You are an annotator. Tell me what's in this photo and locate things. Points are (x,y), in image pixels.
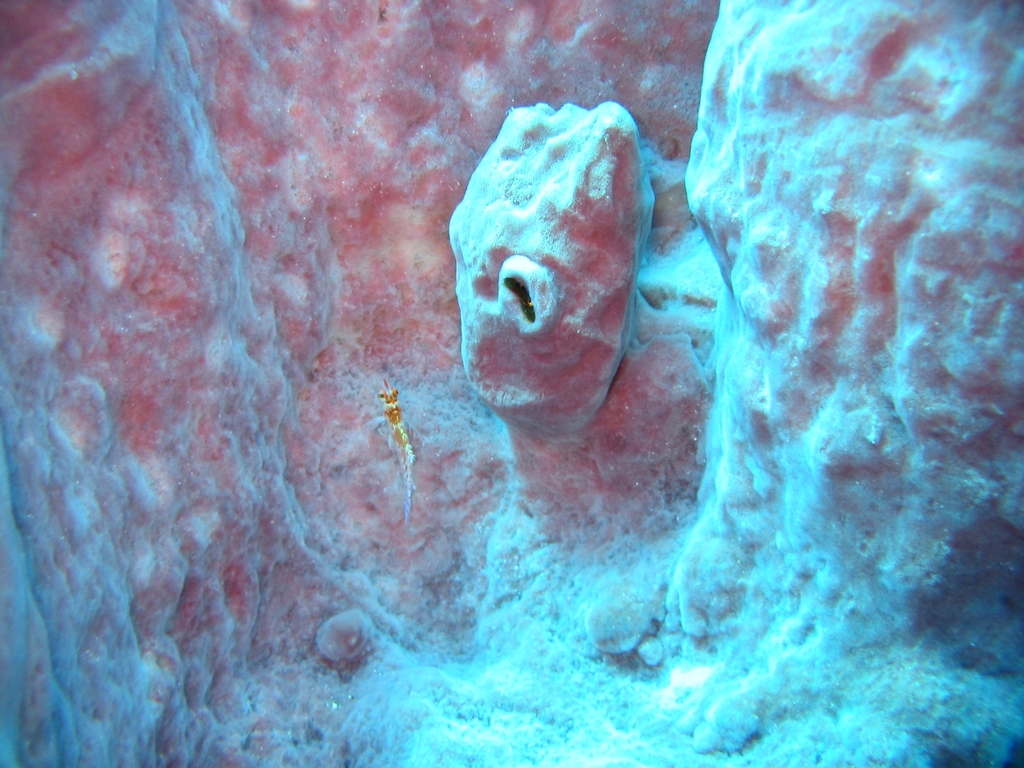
In the image we can see there is a fish (389,409) in the water (408,440) and there are small hills (491,236).
